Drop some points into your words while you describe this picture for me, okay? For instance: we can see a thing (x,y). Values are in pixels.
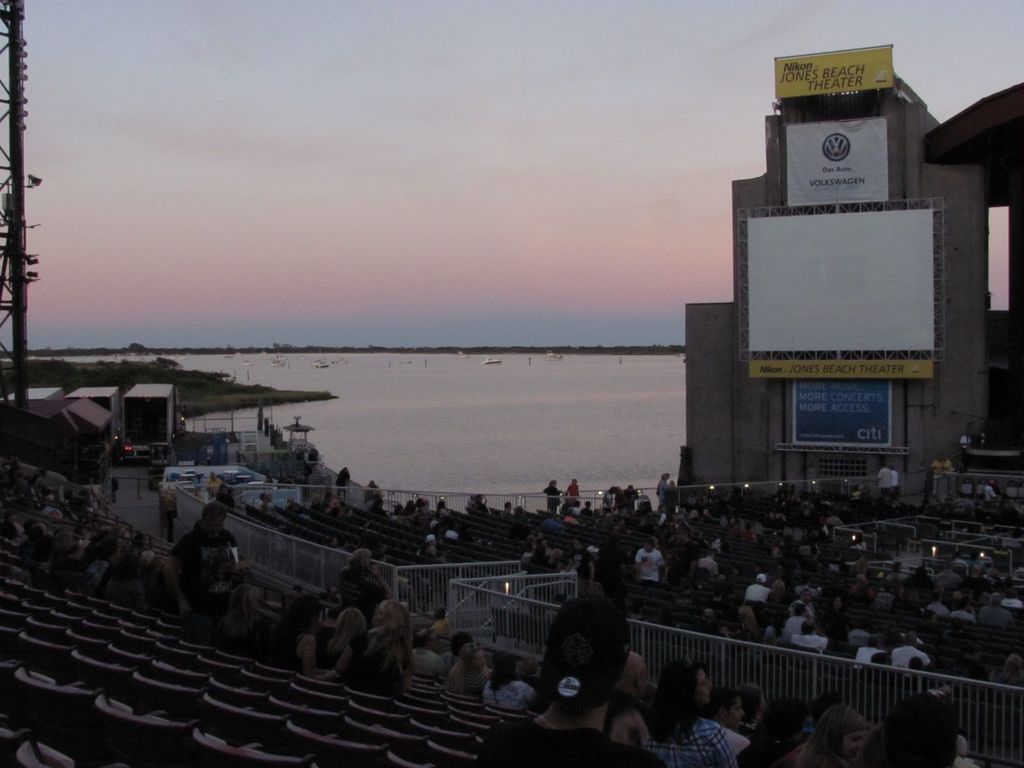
In the given image i can see a building (1000,136), boards (852,143) with text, chairs (465,720), fence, peoples (843,630), grass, water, boats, pole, lights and in the background (527,223) i can see the sky (318,176).
